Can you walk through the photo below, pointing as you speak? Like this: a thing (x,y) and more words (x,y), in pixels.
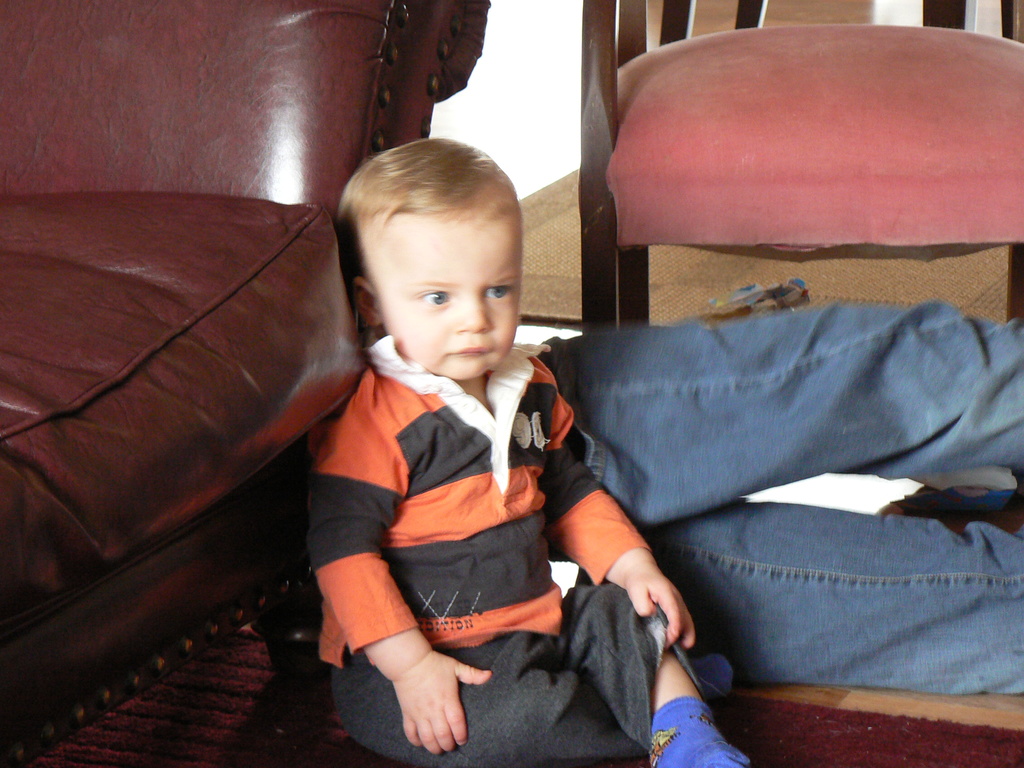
This is the picture of a little guy (378,477) in black and orange shirt (427,513) sitting on the floor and also we can see a sofa (118,373) in red color.
